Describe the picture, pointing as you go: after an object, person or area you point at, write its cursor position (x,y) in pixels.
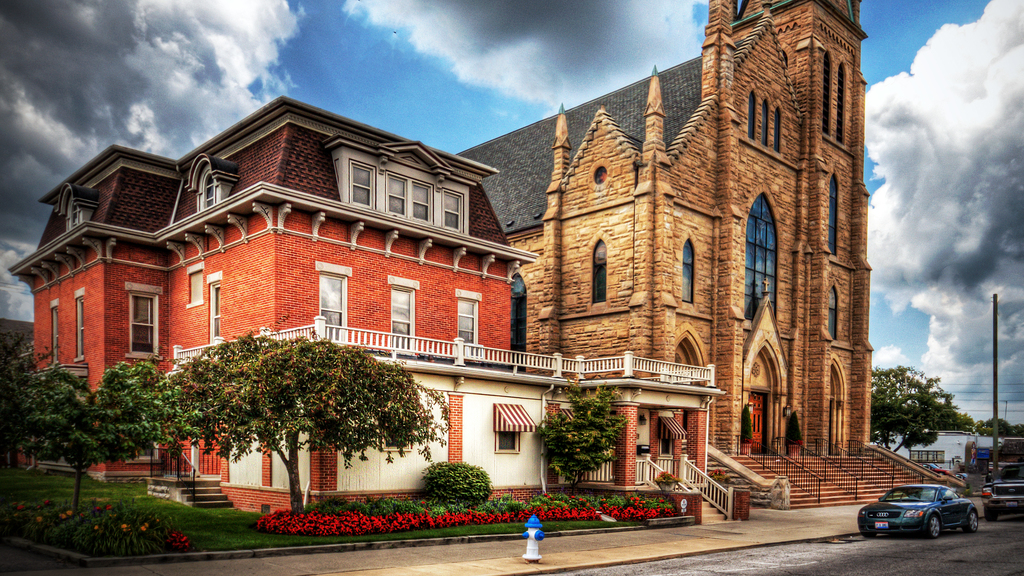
In this picture we can see building (336,280) and church (739,294). On the bottom (528,528) there is a fire hydrant (528,546) on the street (570,560). On the bottom right corner (947,519) we can see two cars (961,516) on the road (960,530), beside that we can see stairs (876,483). On the left (256,363) we can see many trees (189,428), plants (460,506), flowers (307,512) and grass (150,497). On the right (993,303) there is a pole (995,393) which is near to the shop (944,437). On the top (426,70) we can see sky (375,39) and clouds (442,52).
